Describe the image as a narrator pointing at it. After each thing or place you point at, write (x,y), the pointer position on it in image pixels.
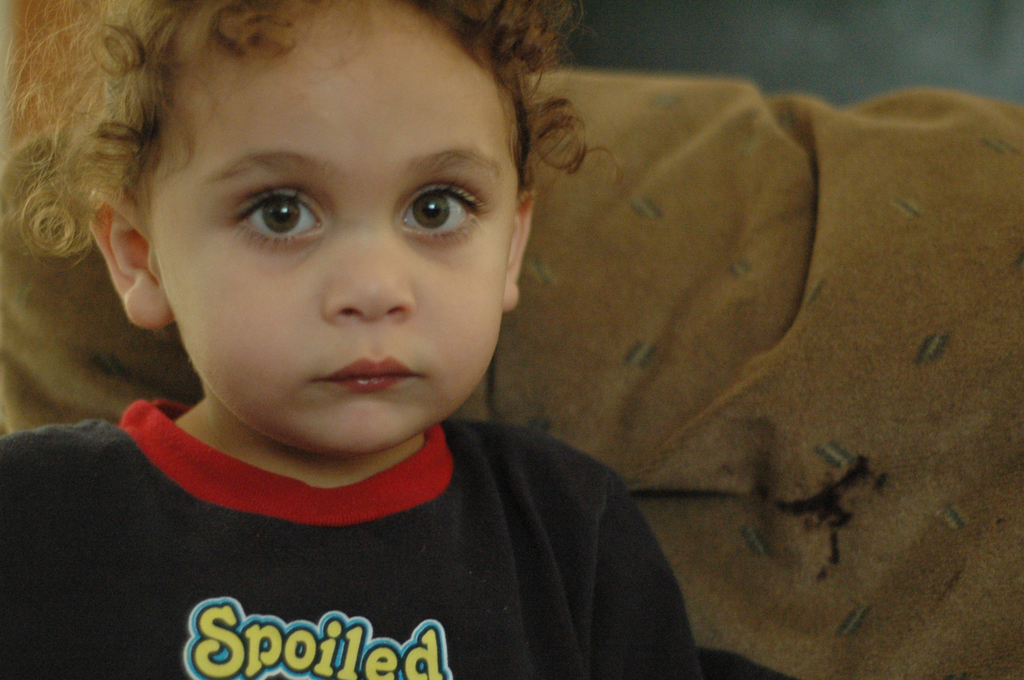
In this image I see a boy (570,531) who is wearing a black and red t-shirt (100,592) and on the t-shirt (87,605) it says "spoiled" and in the background (61,416) I see a cloth (998,646).
